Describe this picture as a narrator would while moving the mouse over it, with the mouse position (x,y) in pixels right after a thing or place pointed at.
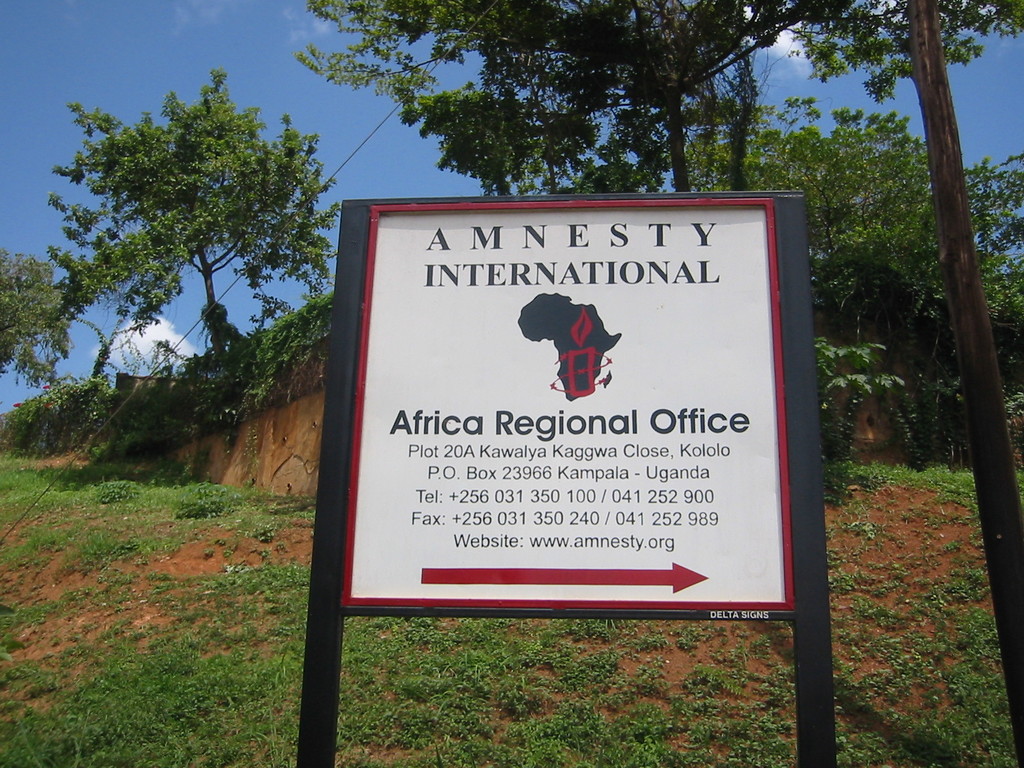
In this picture there is a board (543,321) on the pole (308,649) and there is text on the board (727,239). At the back (61,315) there are trees (852,177). At the top (246,23) there is sky (260,22) and there are clouds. At the bottom (420,688) there are plants (385,702) and there is ground (90,612).
